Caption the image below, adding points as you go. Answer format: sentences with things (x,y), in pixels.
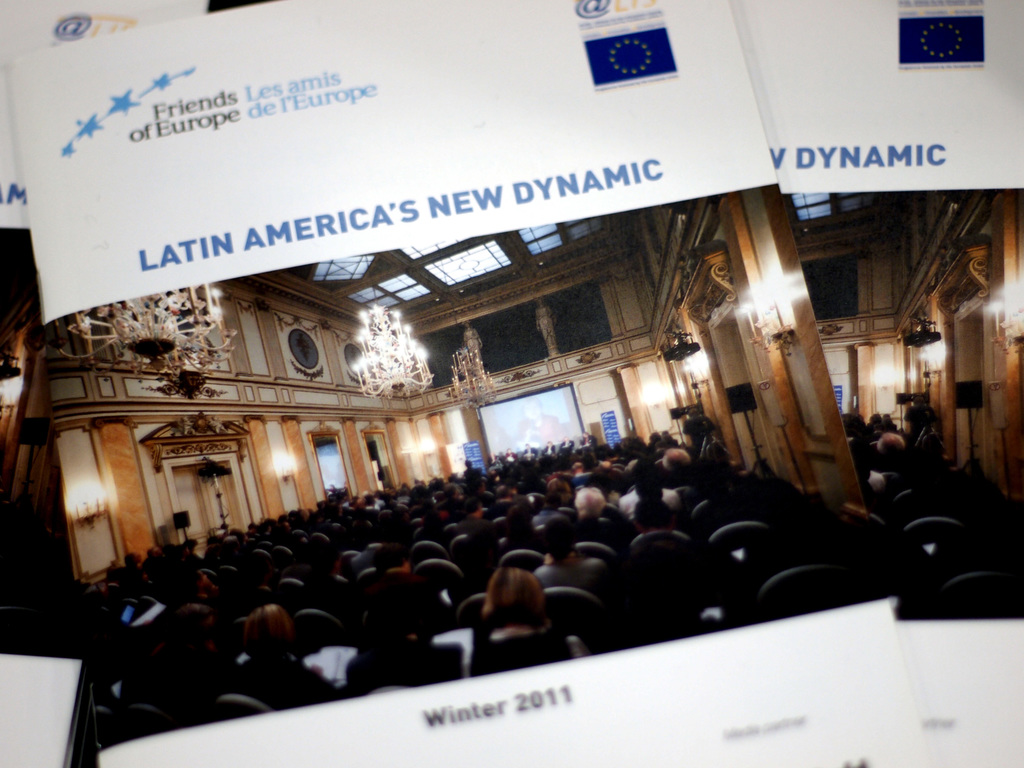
In this image there are books (51,274) having some text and a photo (499,553). There are people (512,522) sitting on the chairs (466,537). Few people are on the stage (558,455) having boards (615,421). There is a screen (550,405) attached to the wall (614,395). There are chandeliers (149,334) hanging from the roof (322,292). Top of the image (19,192) there is some text (19,192).
